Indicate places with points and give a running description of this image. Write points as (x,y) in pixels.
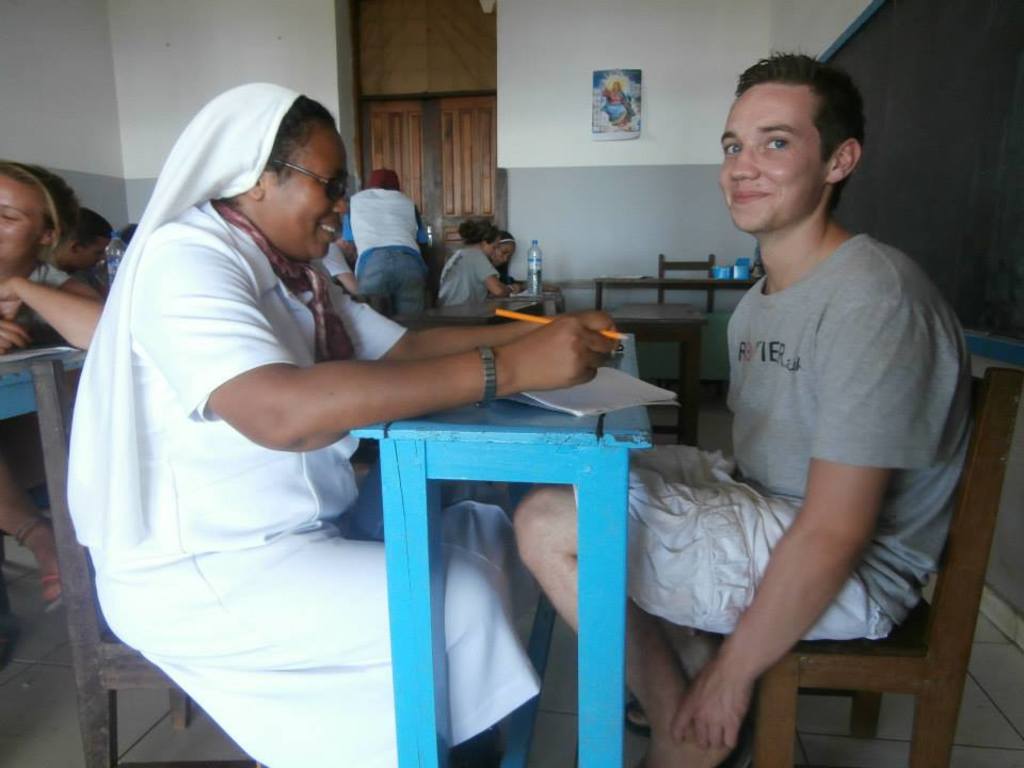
In the picture I can see a person (791,413) wearing grey color shirt (882,433) and I can see a person (247,328) wearing white color dress (150,468) is holding a pen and book (588,404) in her hands (510,390) and is on the left side of the image (312,224). Here I can see a blue color table (529,479). In the background (27,248), I can see a few more people (503,235) sitting and a person (379,243) standing, I can see tables (677,287), chairs (711,264), water bottle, door (398,173) and a frame (614,129) on the wall (633,148).
